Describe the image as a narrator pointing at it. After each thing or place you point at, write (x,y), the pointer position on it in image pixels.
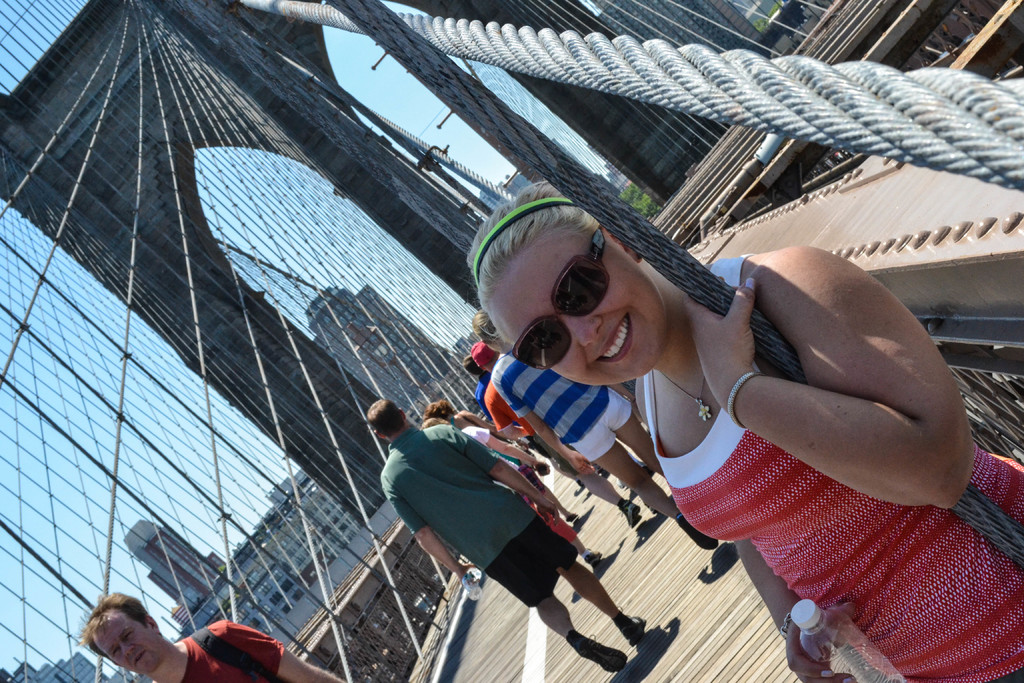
In this image we can see a group of people (661,374) standing on the bridge (733,644). In that some people (753,554) are holding the bottles (464,582). We can also see the ropes (347,284), poles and a fence (409,577). On the backside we can see a group of buildings (417,408), a tree (631,198) and the sky (173,419) which looks clear.
